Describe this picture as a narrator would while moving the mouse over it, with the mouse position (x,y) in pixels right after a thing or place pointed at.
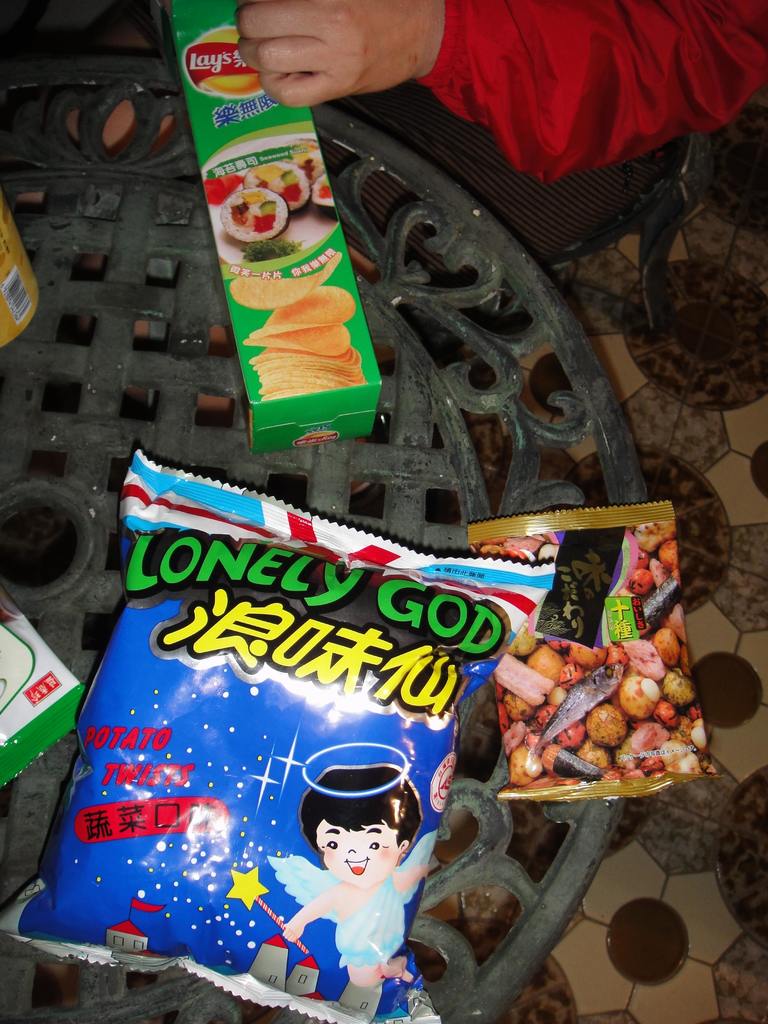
In this picture we can see packets (55,688) on a table (397,220) and beside to this table (71,173) we can see a person (499,81) sitting on a chair (666,194).
